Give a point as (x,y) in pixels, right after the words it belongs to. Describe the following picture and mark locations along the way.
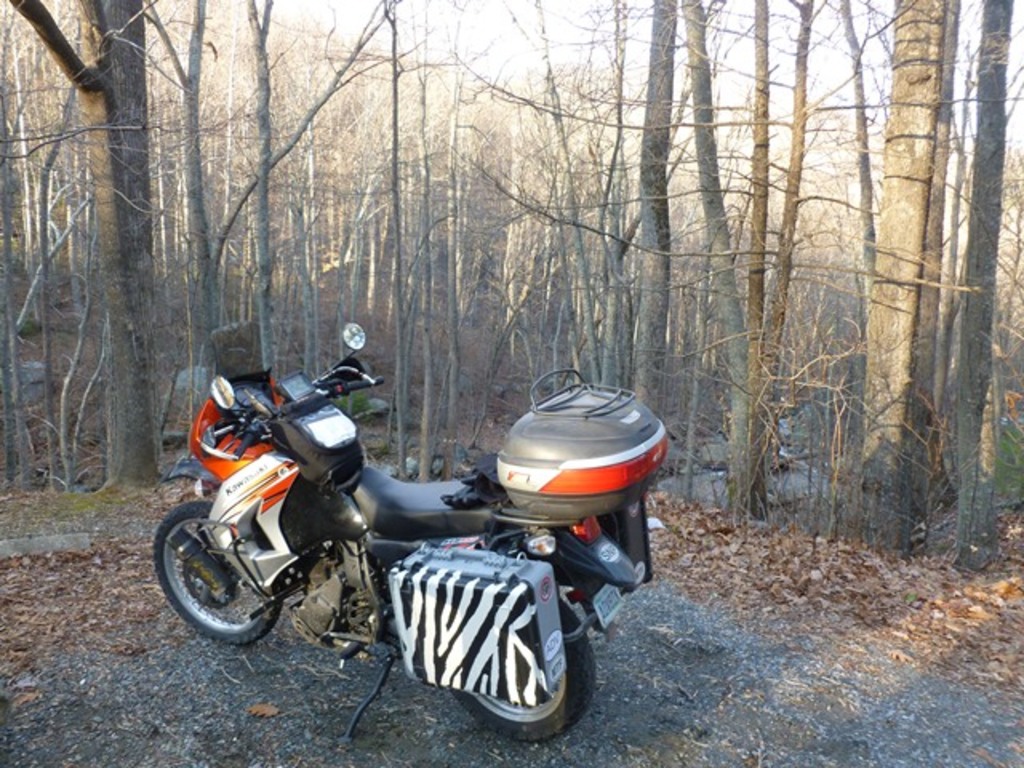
In this picture we can see a motorcycle (221,623) on the ground (739,674), here we can see dried leaves (817,584), some stones (753,674) and in the background (904,170) we can see trees (805,155), sky (955,120).
